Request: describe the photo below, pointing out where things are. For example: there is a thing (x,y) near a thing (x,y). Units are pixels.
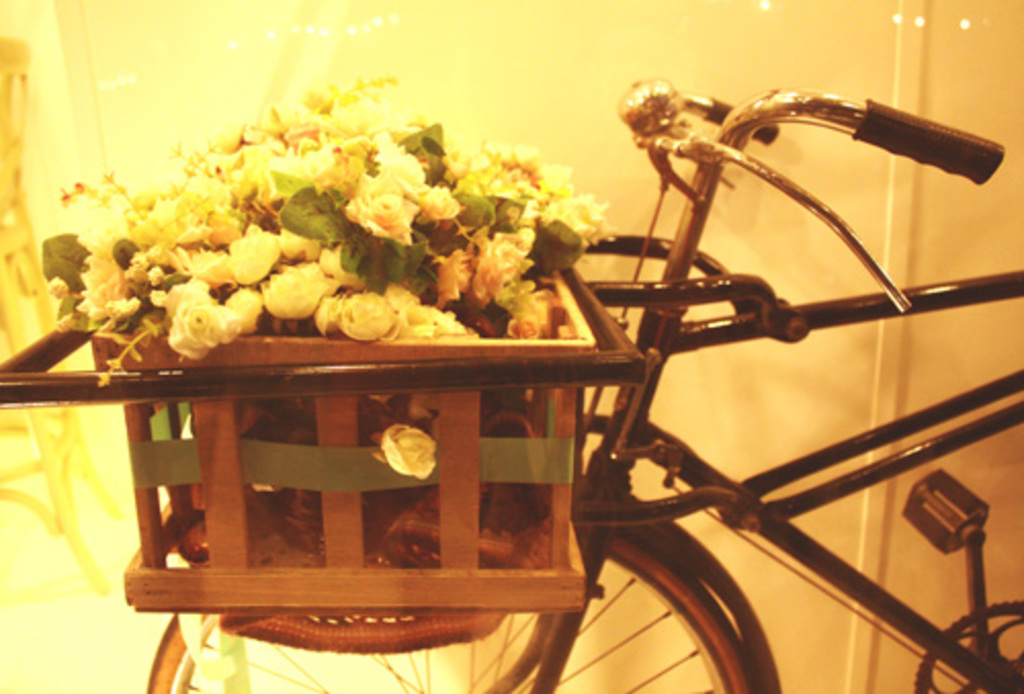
In this image we can see there is a bicycle (999,389) and on the left side (80,259) there are many flowers (247,197).
